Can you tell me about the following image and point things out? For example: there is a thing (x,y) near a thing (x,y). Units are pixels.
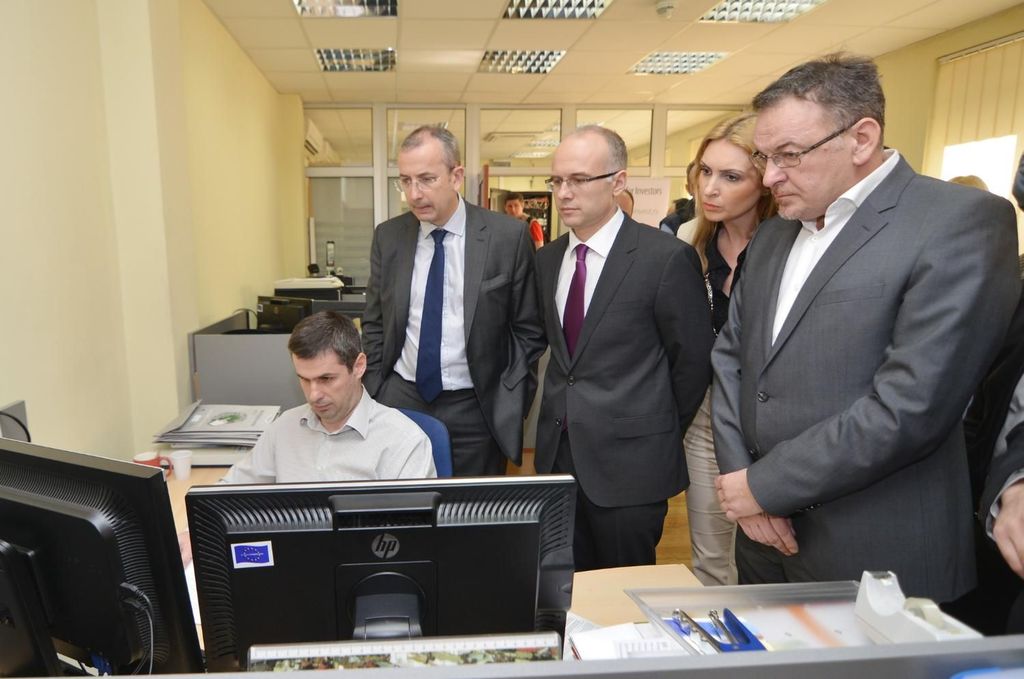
In this image I can see there are persons (751,269) standing and one person (369,429) sitting on the chair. And there is a system (568,592) on the table (614,624). And there are books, plastic (904,613), cups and some objects (697,597). And at the back (392,137) there is a door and a wall (926,109). And there are window (975,164) and curtain (968,131). And there is a cupboard (242,369). And at the top (584,47) there is a ceiling (766,44) with lights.
